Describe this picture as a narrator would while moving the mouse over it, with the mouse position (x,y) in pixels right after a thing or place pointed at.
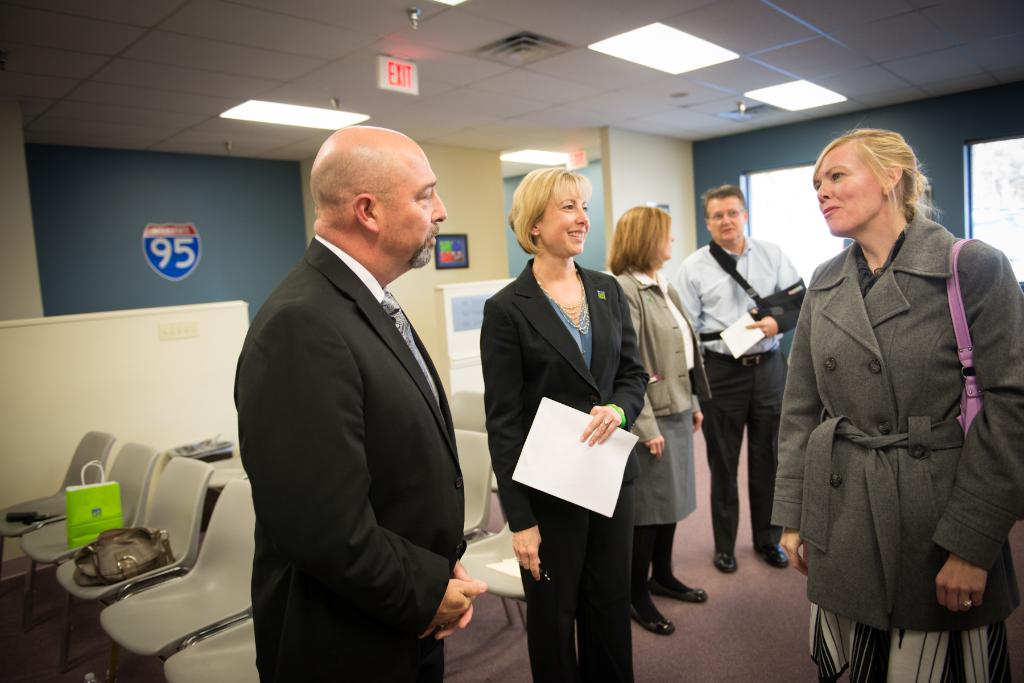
In this image we can see three women (687,367) and two men (762,430) are standing. In the background (473,347), we can see board (110,398), chairs (180,458), walls (242,273), windows (1009,171) and frame (464,243). At the top of the image (421,42), we can see the roof (770,77). We can see carry bags (122,526) and objects (31,515) on the chairs (59,531).
